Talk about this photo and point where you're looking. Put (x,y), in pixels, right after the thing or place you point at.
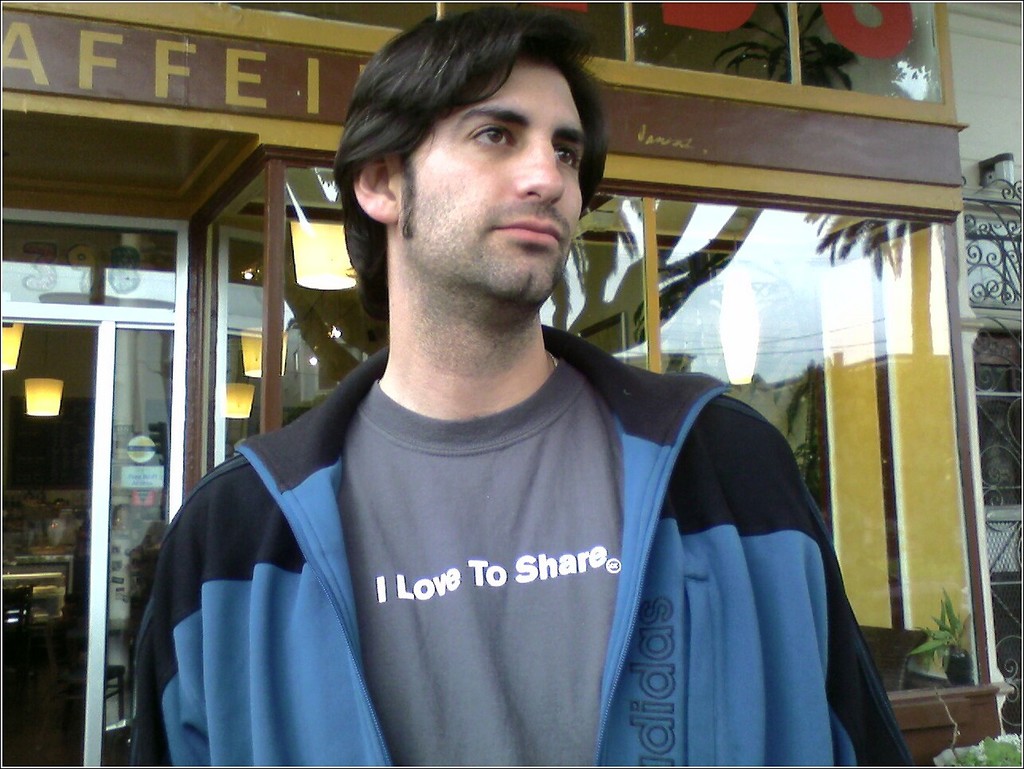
In this image I can see a person (744,455) is standing and wearing blue and black color jacket (690,482). Back I can see the store (195,129), glass door (52,461), lights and few objects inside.
